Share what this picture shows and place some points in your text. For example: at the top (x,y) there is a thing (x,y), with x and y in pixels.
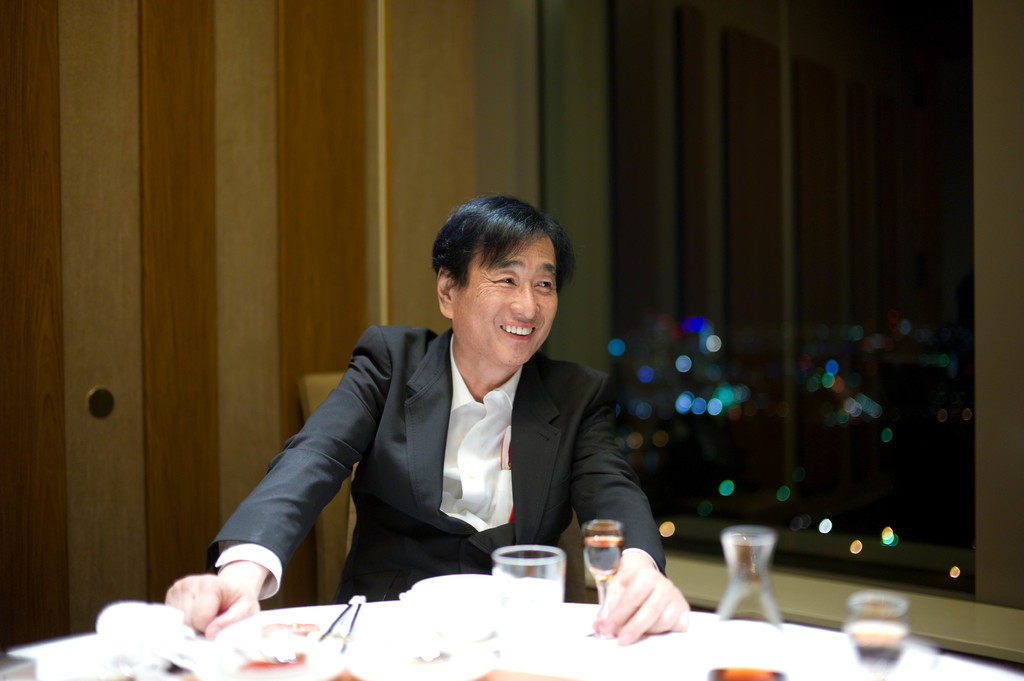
In this picture there is a man (523,228) who is wearing suit (630,522). He is sitting on the chair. At the bottom (138,639) we can see wine glasses (896,642), wine bottles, tissue papers (142,665) and other objects (286,680) on the table (824,643). In the right (878,284) we can see the light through the window (908,320). On the left (317,271) we can see the door (94,421) and wooden wall (322,224).
